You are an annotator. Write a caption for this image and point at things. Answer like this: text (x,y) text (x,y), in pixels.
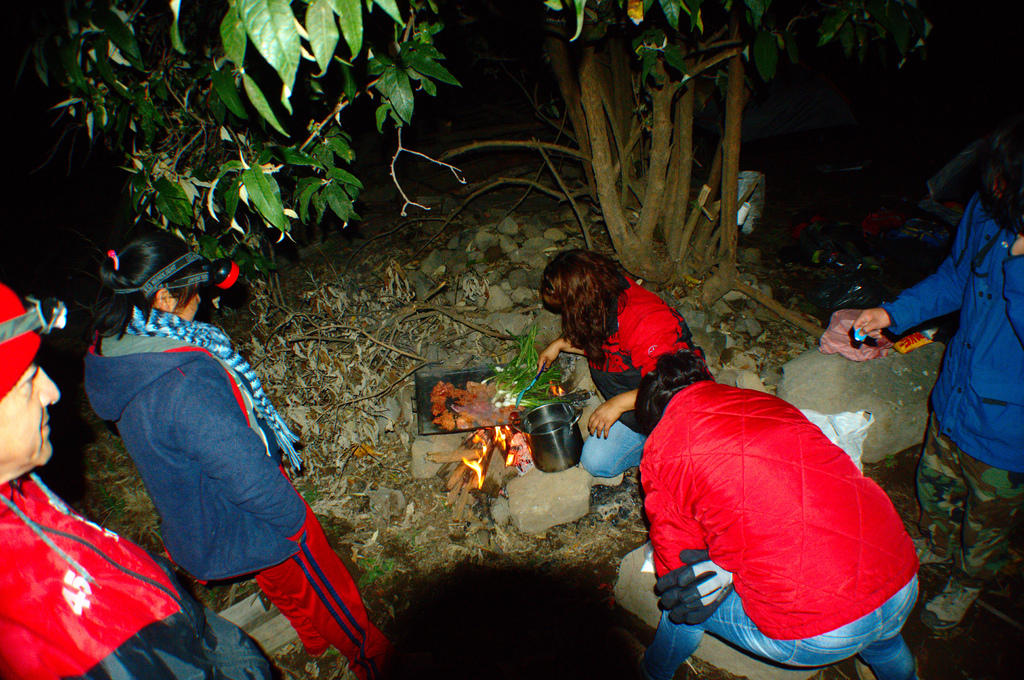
In this picture I can see group of people (285,500) among them one person (602,391) is sitting and holding an object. I can also see utensils (554,441), fire (499,448), food (456,407) and trees (410,104).
